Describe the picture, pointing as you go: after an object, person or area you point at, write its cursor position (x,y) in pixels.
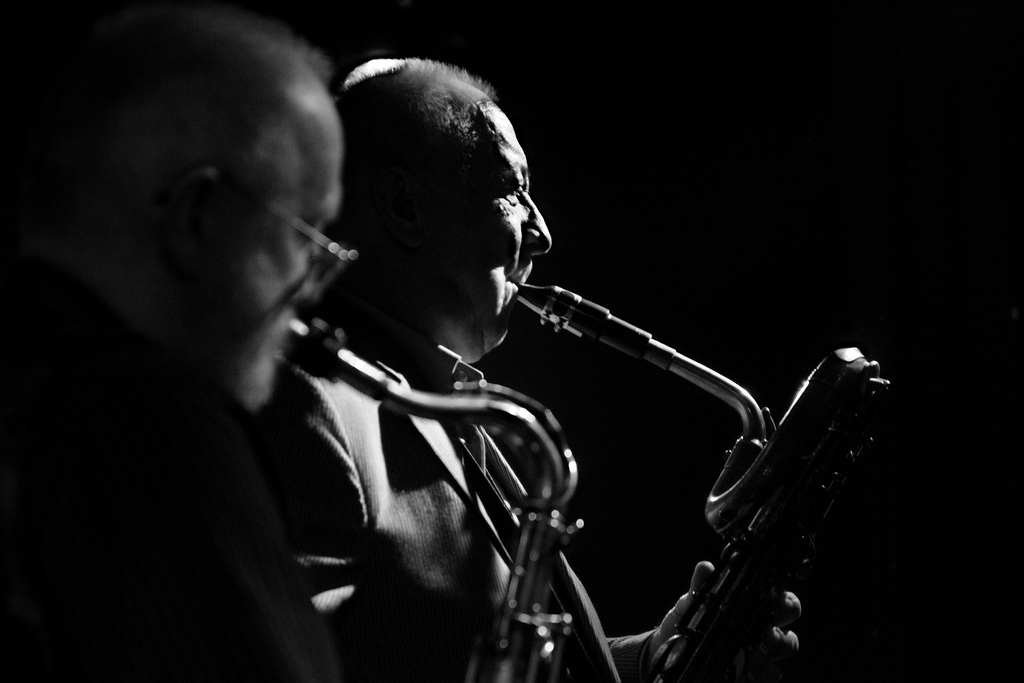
This is a black and white image. On the left side of the image (170,401) we can see two men (366,449) are standing and playing the saxophones (532,507). In the background (524,309), the image is dark.
